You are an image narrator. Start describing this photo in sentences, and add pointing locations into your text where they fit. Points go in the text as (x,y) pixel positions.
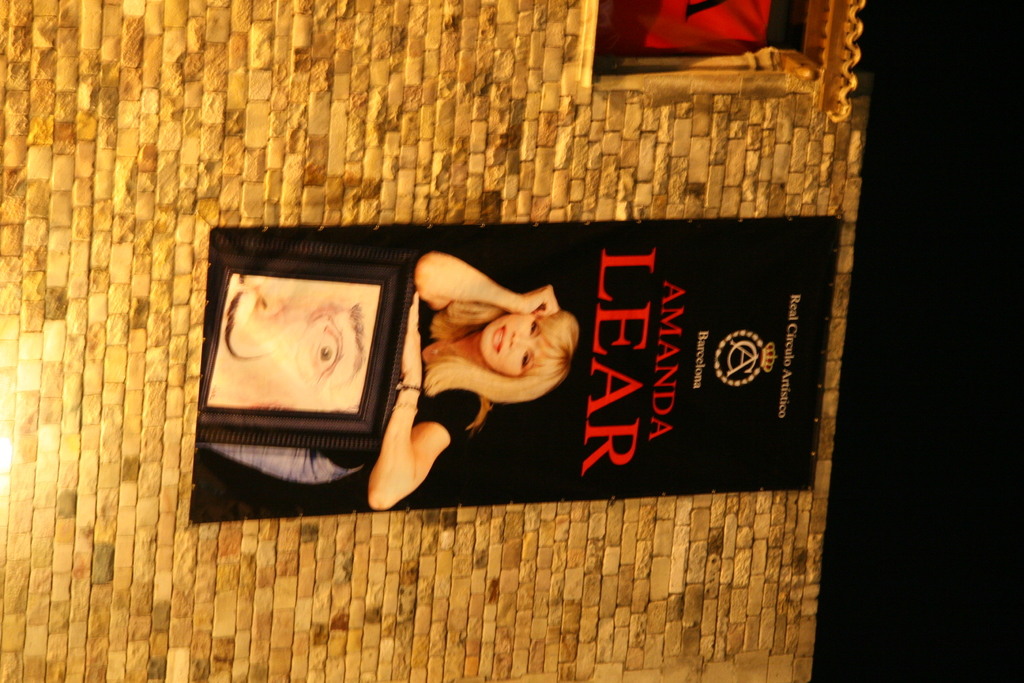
It is a tilted image, there is a wall (409,181) and there is a black poster (479,394) attached to the wall (145,523). On the poster (449,365) there is an image of a woman (486,349) and the background of the wall (113,518) is black.
